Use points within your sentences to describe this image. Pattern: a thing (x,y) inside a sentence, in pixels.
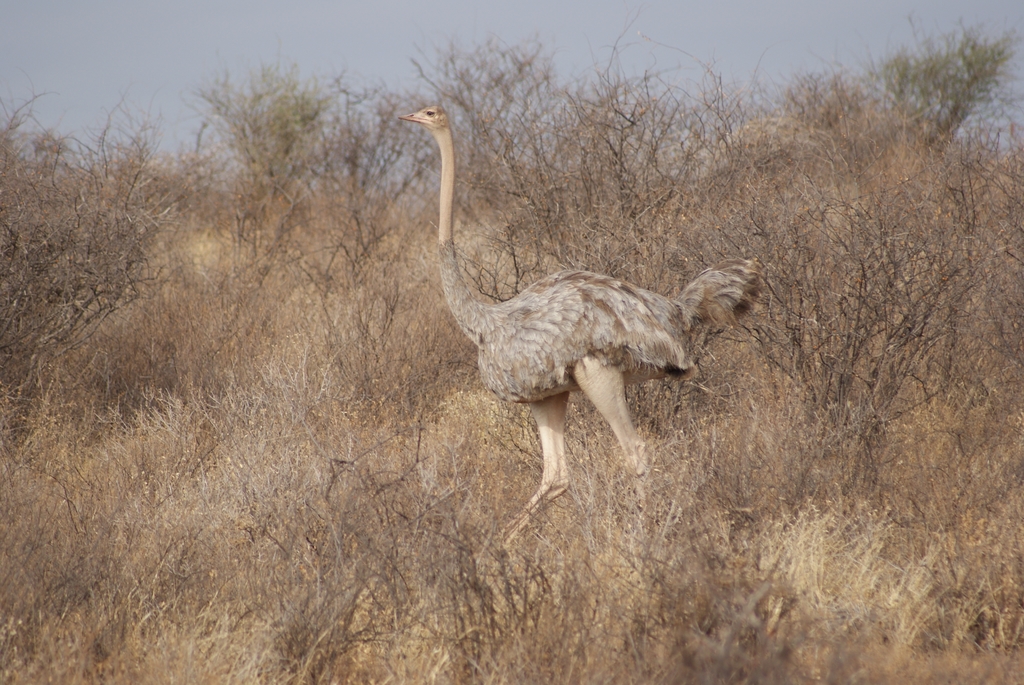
In this image I can see the bird (521,298) in cream and brown color. Back I can see few dry trees (366,129). The sky (505,46) is in blue and white color.
